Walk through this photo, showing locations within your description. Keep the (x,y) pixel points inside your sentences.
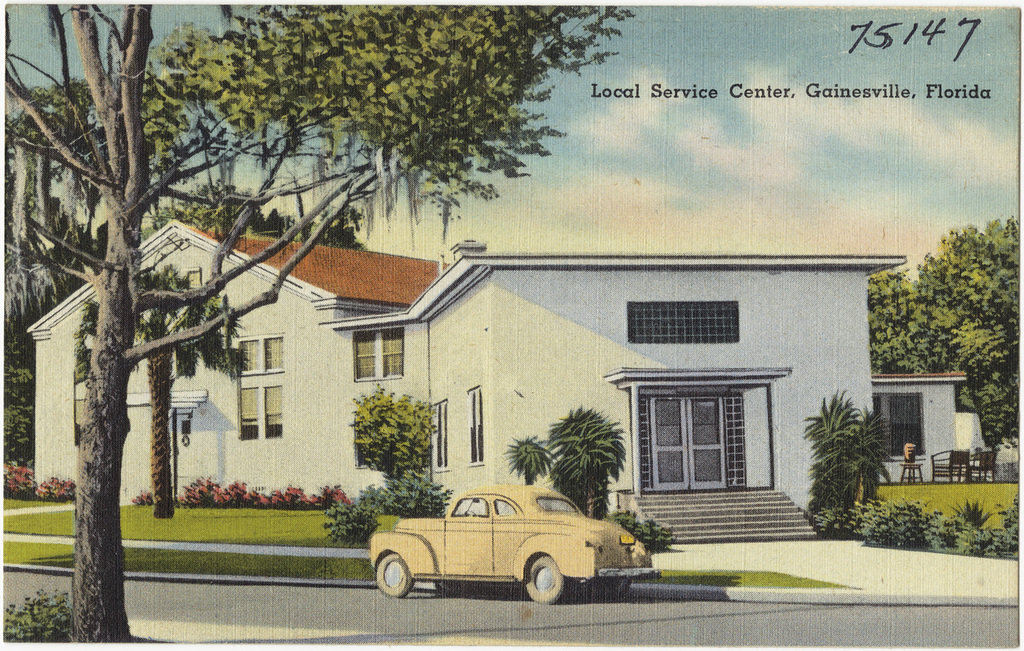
In this image there is a painting (265,349) of a building (347,409), trees (527,478), plants (575,458), flowers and there is a vehicle (579,575) on the road (631,601), beside the building (898,445) there is a table (914,463) and chairs (934,460). In the background (745,225) there is the sky (745,49).
